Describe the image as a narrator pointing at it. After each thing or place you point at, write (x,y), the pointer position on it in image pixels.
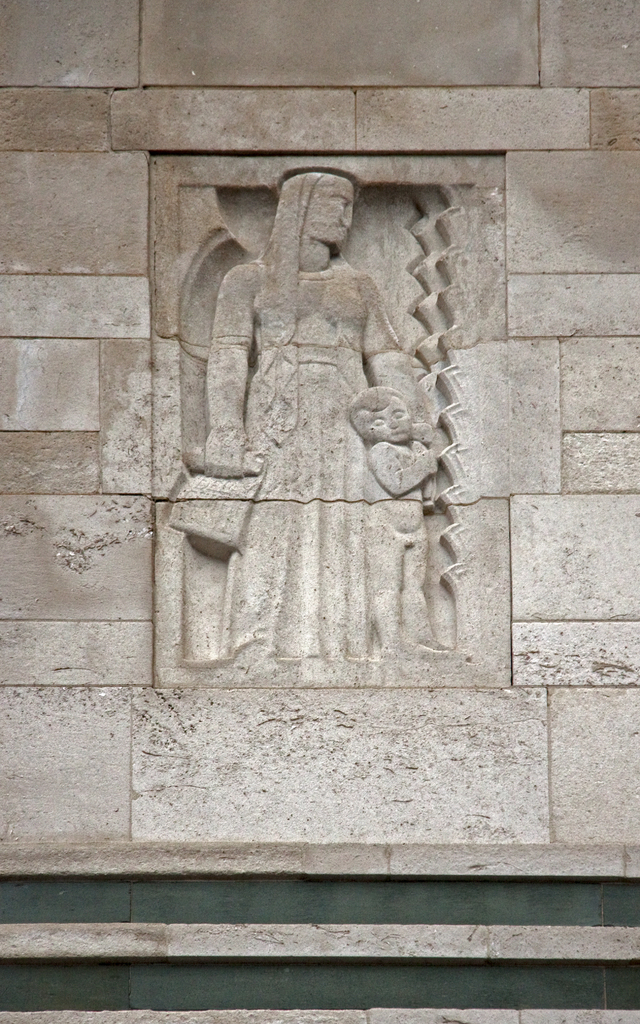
In this image there is a wall (2,233) having sculptures (323,480) of a person (354,448) and a kid (382,525) are standing.
